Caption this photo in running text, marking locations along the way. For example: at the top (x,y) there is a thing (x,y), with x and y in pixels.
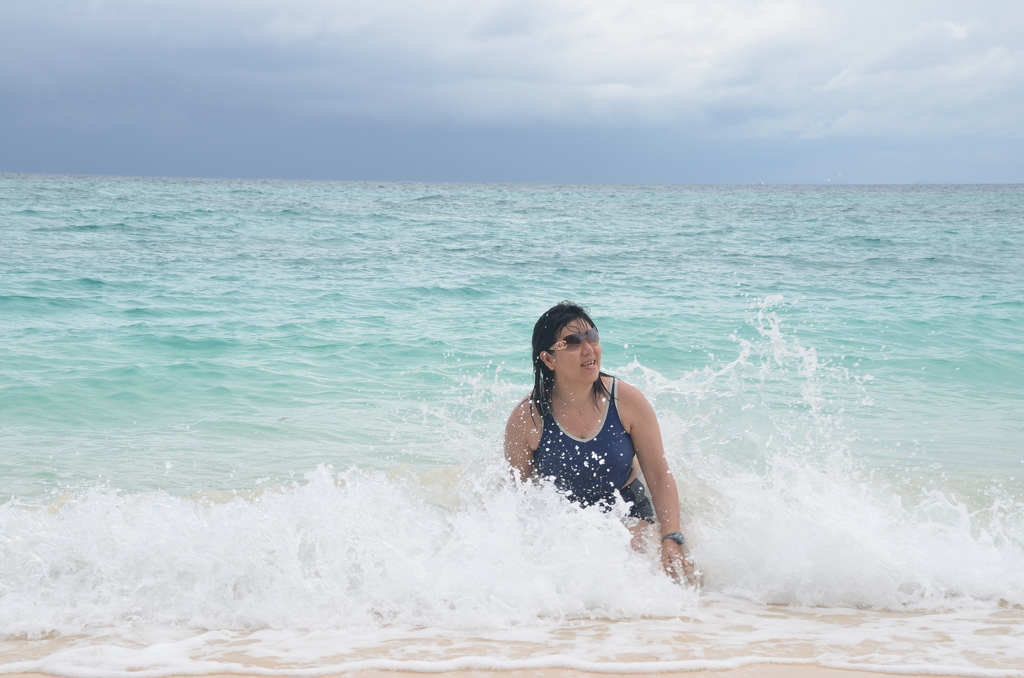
In this image we can see a woman (620,447) in the water (585,190) wearing dress (596,436) and goggles (571,346). In the background (636,106), we can see the cloudy sky (588,98).
